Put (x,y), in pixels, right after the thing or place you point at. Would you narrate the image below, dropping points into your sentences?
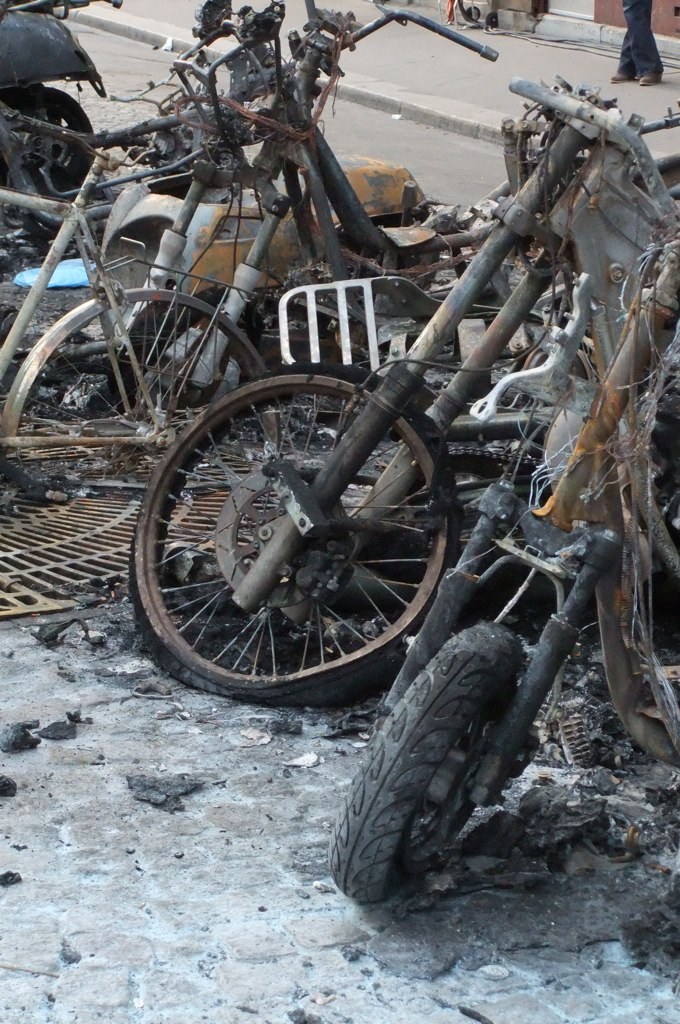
In this image, we can see motorcycle scrap (519,633). There is bicycle (102,306) on the left side of the image (64,228). There is a footpath (405,74) at the top of the image (475,36). There are person legs (651,70) in the top right of the image (656,63).
